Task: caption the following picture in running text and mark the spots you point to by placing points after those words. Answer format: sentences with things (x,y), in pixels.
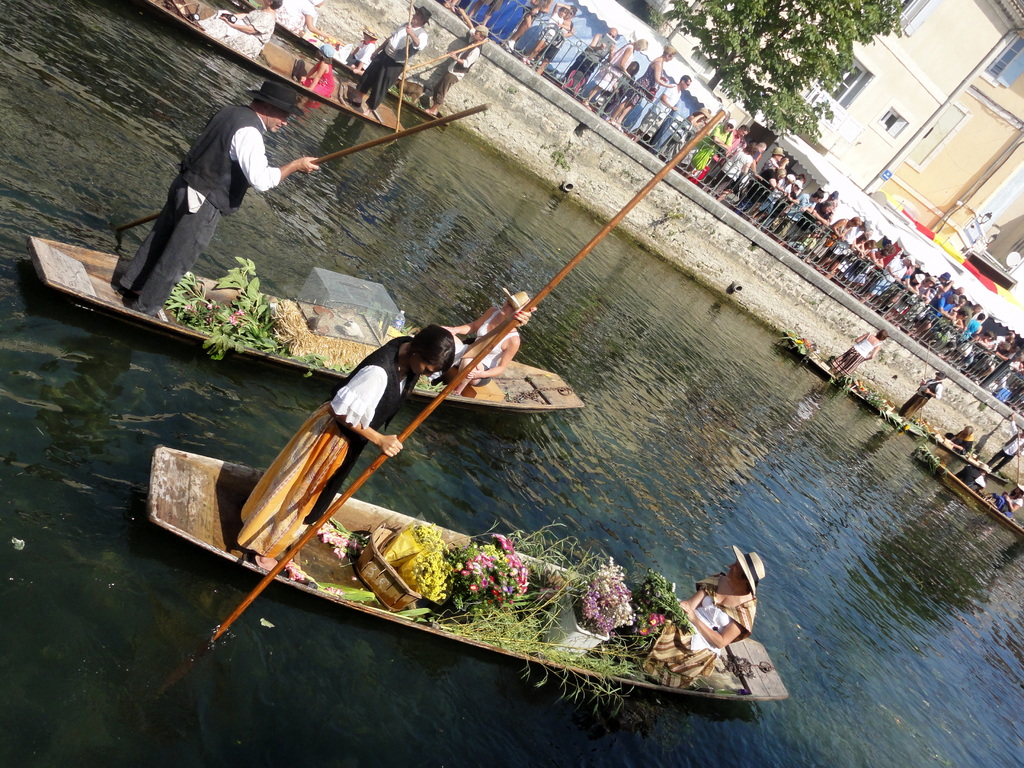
At the bottom of the image (549,513) there is a canal (772,447). There are boats (483,404) and we can see people (204,192) in the boats (541,375). In the background (652,88) there are people (763,155) standing. We can see a fence (775,213). There is a tree (783,86) and a building (919,139).
